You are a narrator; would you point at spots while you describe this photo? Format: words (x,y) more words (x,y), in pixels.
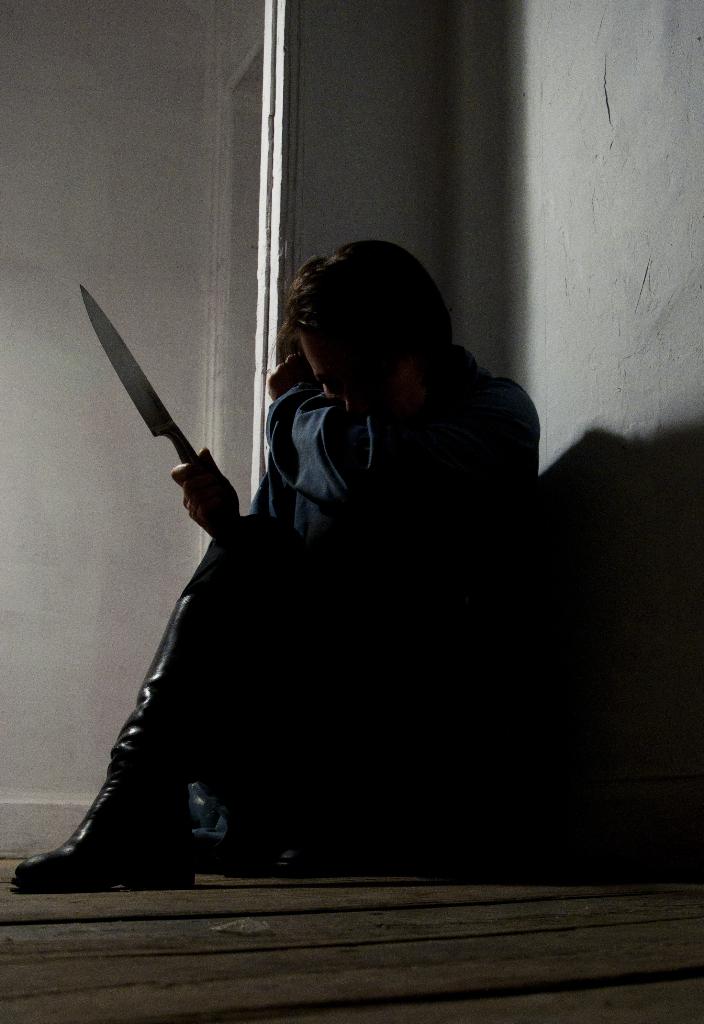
In this picture I can observe a person (310,675) sitting on the floor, holding a knife (189,463) in his hand (201,517). In the background (300,186) I can observe a wall (289,172).
